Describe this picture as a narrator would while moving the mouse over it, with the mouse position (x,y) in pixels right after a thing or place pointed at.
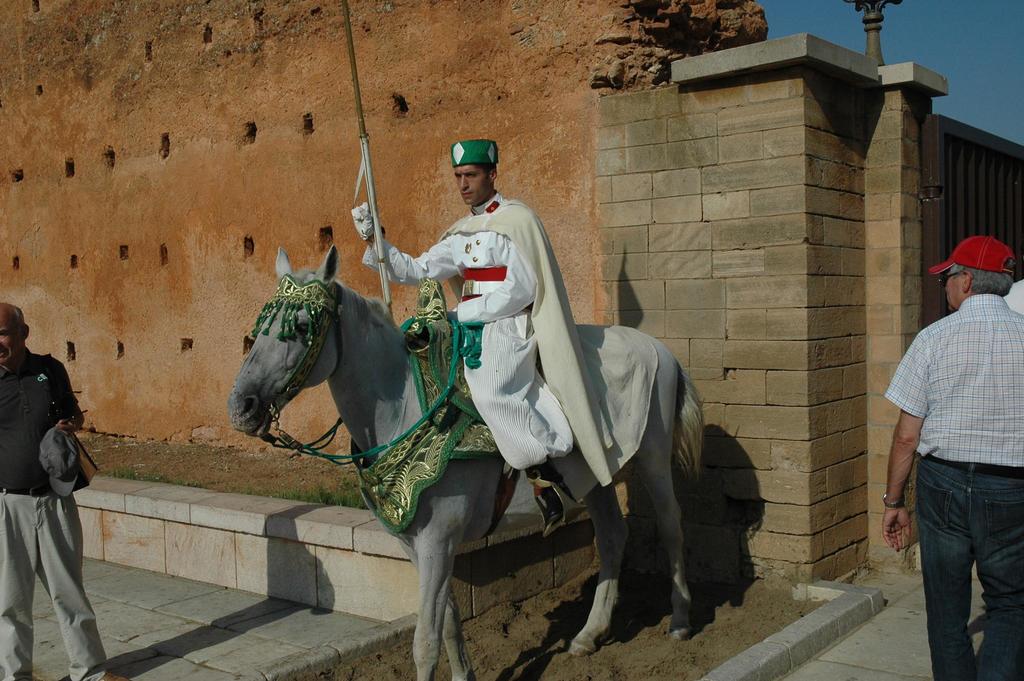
There is a man (537,411) sitting on the horse (419,632). This is floor (200,653). Here we can see two persons (1,328). On the background (727,172) there is a wall (828,520) and this is sky (995,57).
